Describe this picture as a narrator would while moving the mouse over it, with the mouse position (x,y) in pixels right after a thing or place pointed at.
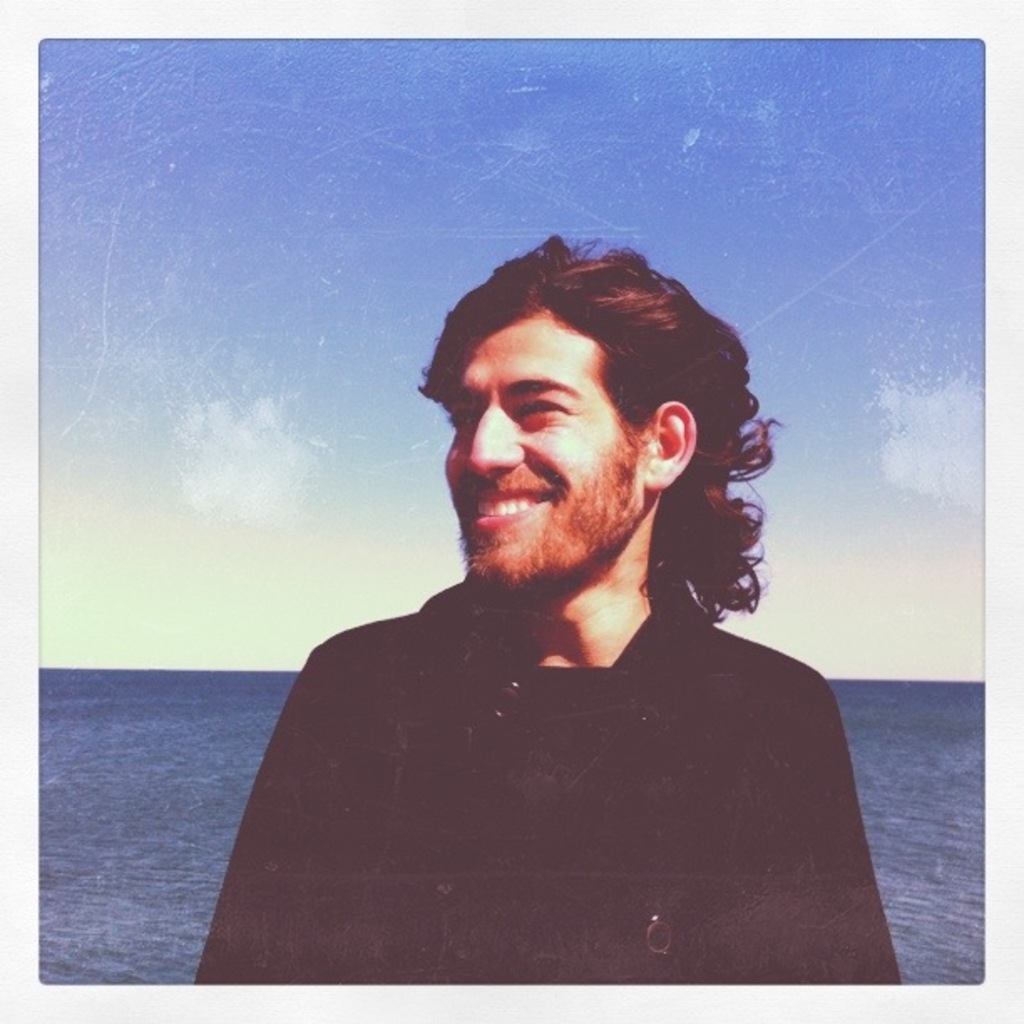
In the middle of this image (607,525), there is a person (623,840) smiling. In the background (70,727), there is a water (922,685) of an ocean (956,697) and there are clouds (934,454) in the blue sky (229,230).
